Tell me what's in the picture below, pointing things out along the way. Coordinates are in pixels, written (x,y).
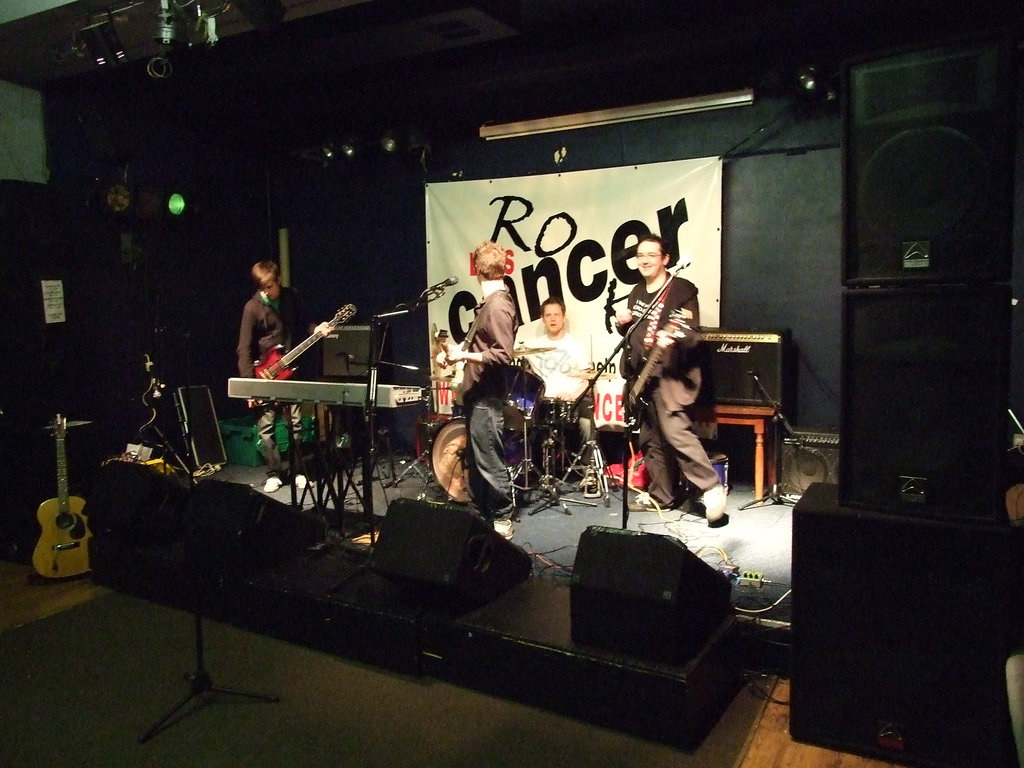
This is a stage (344,483). In this stage (306,513) many speakers (420,531) and many musical instruments (449,459) are there. Four people (476,323) are playing musical instruments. In the background (550,265) there is a banner (572,250).
